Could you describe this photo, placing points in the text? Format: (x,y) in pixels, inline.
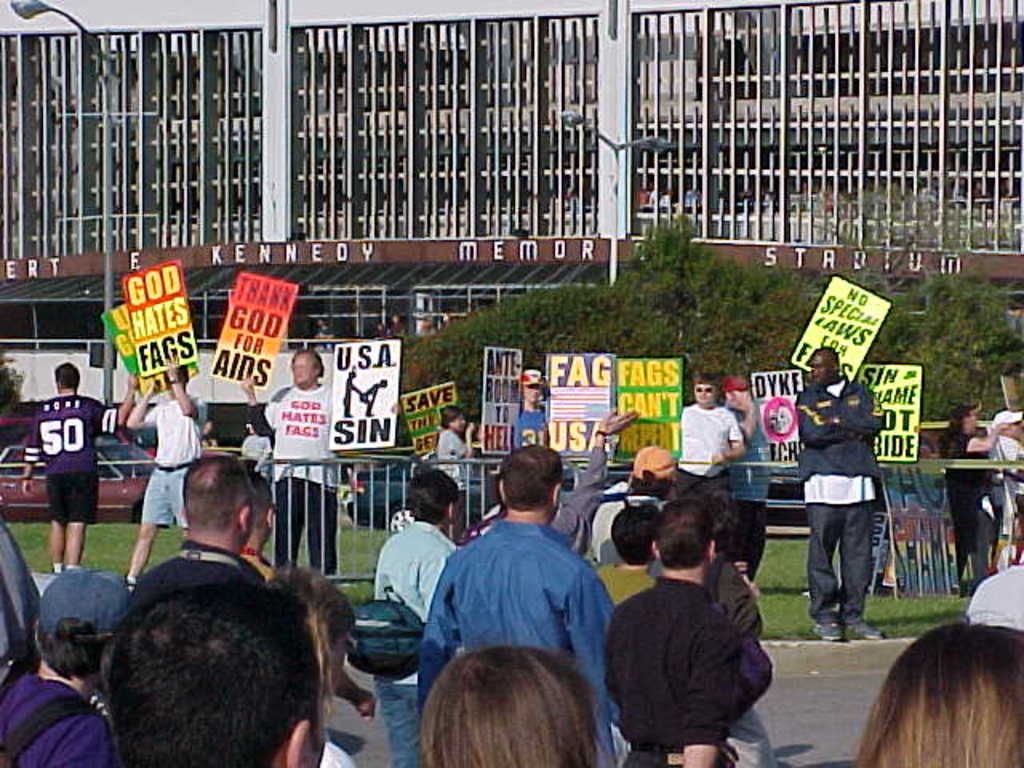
In this image we can see the crowd (315,444) of people (317,667) holding some boards (893,392) and text (638,368) is written on it. And in background (273,250) we can see stadium (223,172) and upper side we can see lights (624,147).
